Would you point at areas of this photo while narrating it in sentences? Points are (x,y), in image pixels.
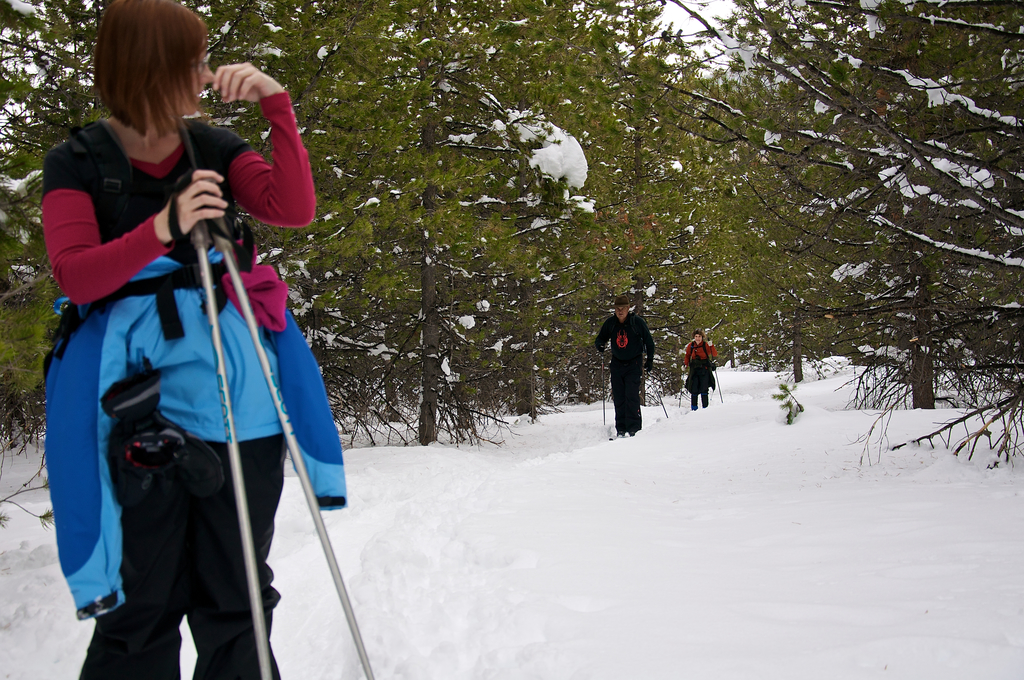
In the foreground of the image (55,253) there is a person (72,527) standing. At the bottom of the image (619,564) there is snow (702,603). In the background of the image (621,405) there are trees (659,218) and persons (626,386).
